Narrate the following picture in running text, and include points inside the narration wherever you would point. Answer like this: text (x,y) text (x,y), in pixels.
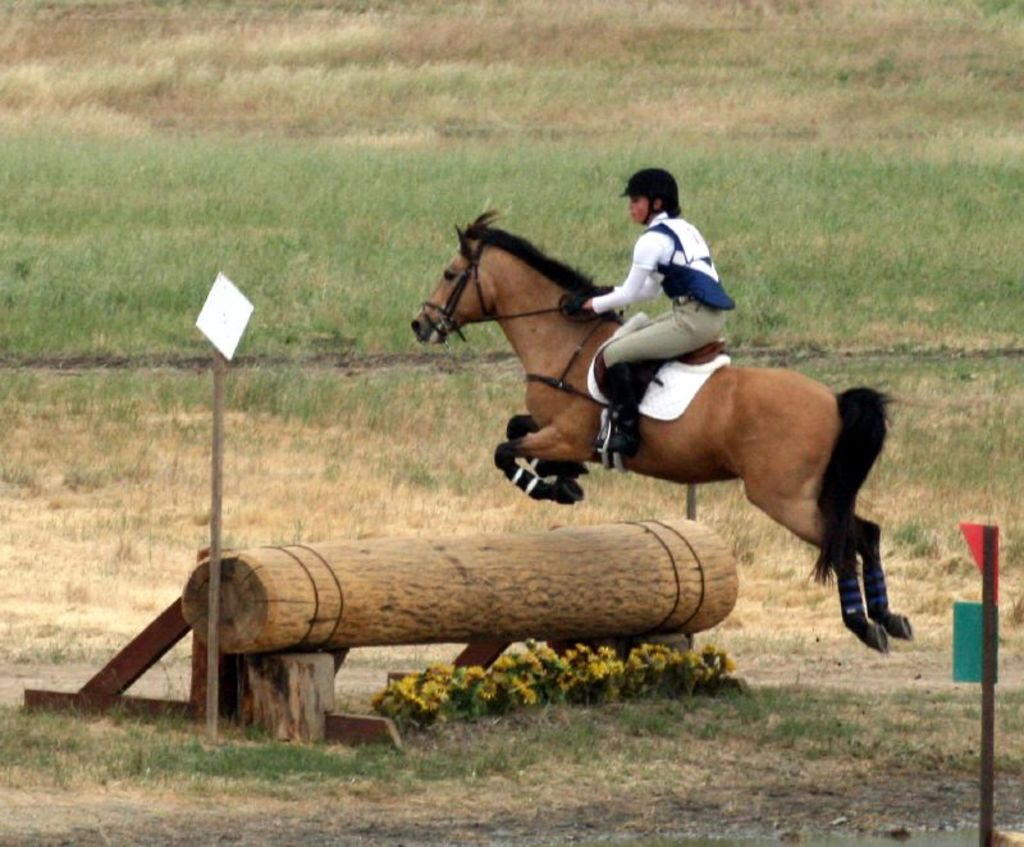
This woman (678,267) is sitting on a horse (584,352). This horse (764,433) is trying to jump from this end to the other end, as there is a motion. This is a wood (478,595), under this wood (499,602) there are flowers (503,663). The grass (749,521) is in green color.
